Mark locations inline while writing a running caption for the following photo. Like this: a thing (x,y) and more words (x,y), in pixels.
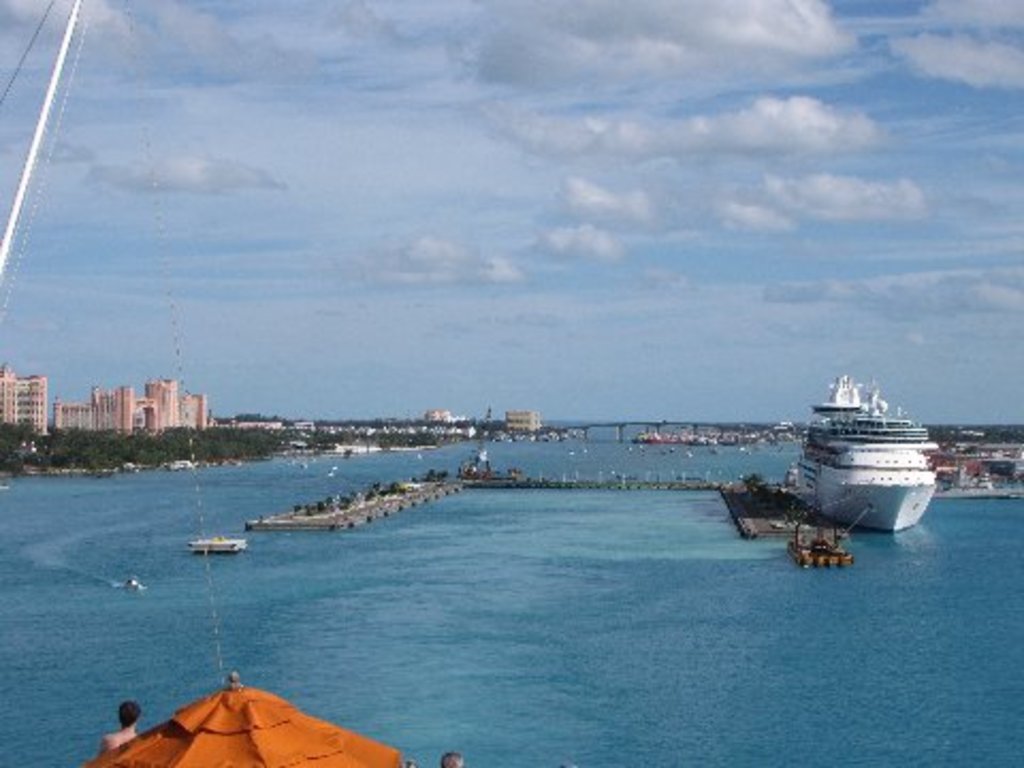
In the image there is water (458,658). On the water (389,621) there is a white color ship (882,492) and a surface (359,511) with poles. There are few boats (224,553) on the water (119,593). At the bottom of the image (212,715) there is an orange color tent (286,724). In the background (424,441) there are trees (166,432), buildings (189,409) and also there is a bridge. At the top of the image (552,193) there is a sky (432,244) with clouds (446,248). On the left side of the image (71,19) there is a white pole (24,177) and also there are ropes (16,253).
